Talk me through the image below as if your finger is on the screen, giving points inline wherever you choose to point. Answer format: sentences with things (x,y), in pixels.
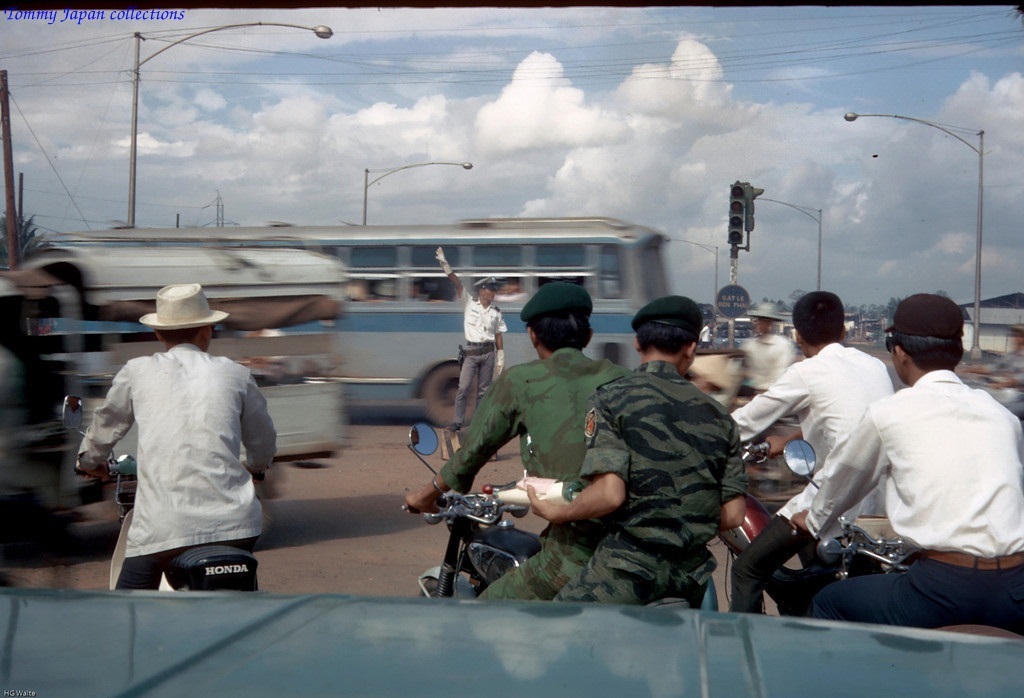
In this image we can see a few people (460,466), some of them are riding on the motorcycles (762,443), there are light poles (815,215), traffic lights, there are trees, a house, also we can see some vehicles (407,353), and the sky (635,77).
